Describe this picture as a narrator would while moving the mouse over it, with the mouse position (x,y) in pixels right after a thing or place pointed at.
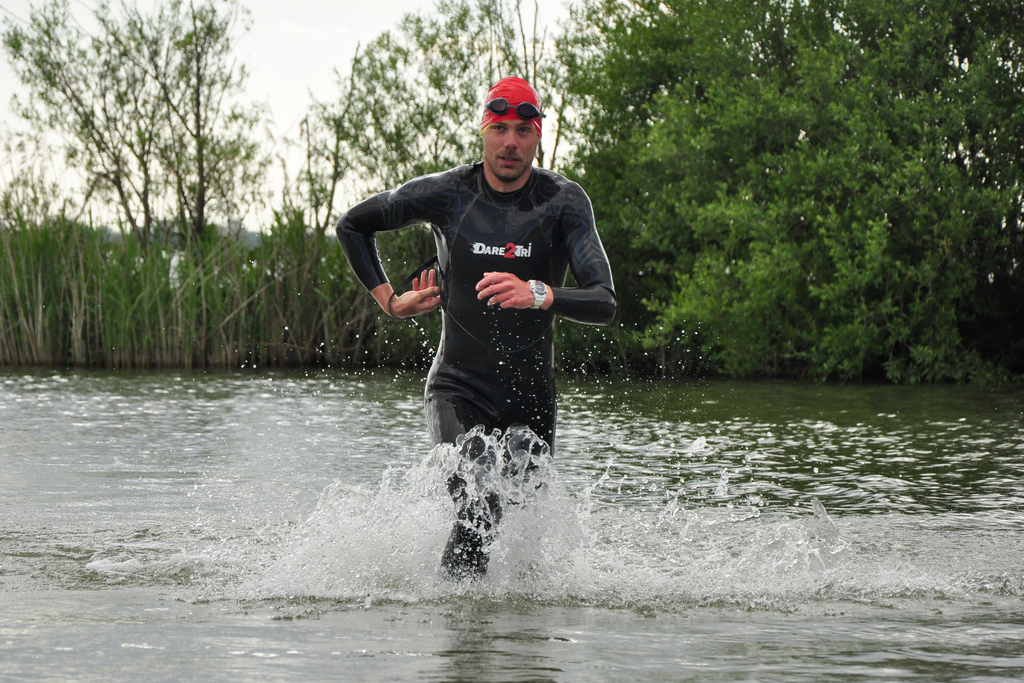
In this image we can see a man (464,397) walking in the water (506,538). In the background (761,190) there are grass (276,261), trees (447,110) and sky (188,117).
